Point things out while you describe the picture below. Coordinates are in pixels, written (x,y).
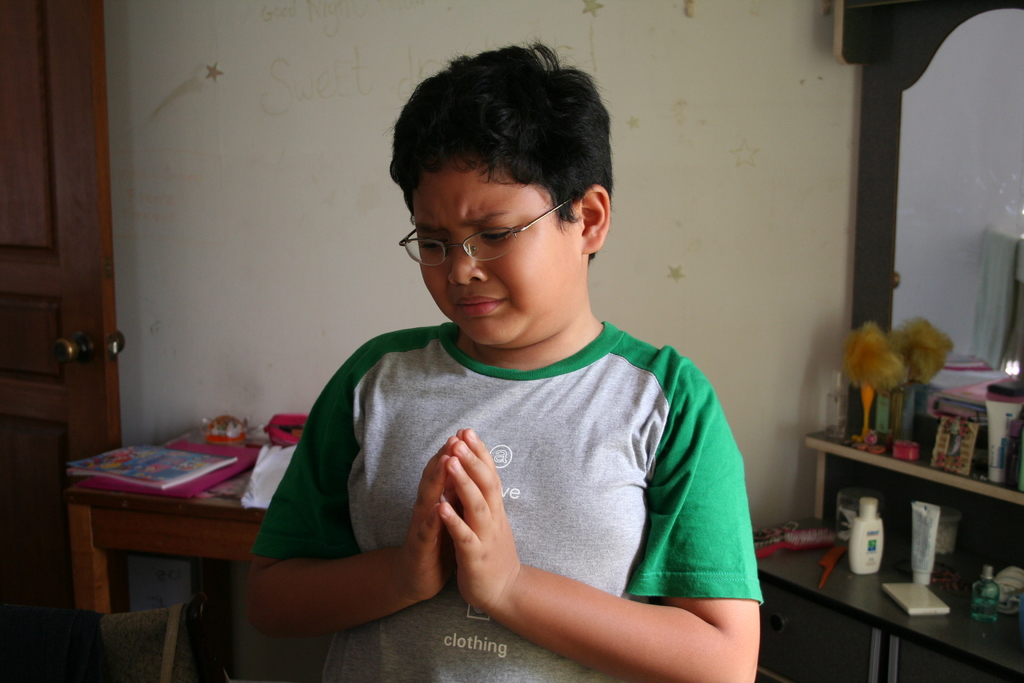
This picture shows a boy (430,644) crying and we see his hands (489,500) together and we see a book (126,451) on the table (232,489) and we see a mirror (1005,42) on the right (1005,42).
